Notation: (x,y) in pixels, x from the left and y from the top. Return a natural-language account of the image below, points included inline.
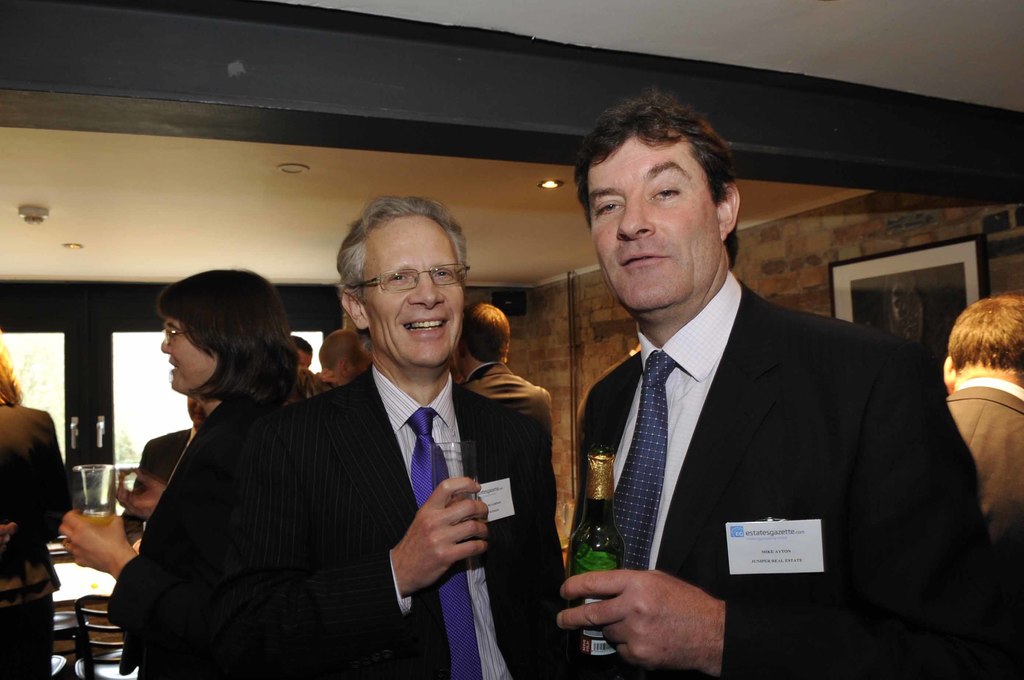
In this picture I can see people (442,386) standing. I can see a person (687,435) standing on the right (696,414) wearing a suit (689,513) and holding a glass bottle (612,550). I can see a person (380,423) standing on the left (315,462) wearing a suit (373,495) holding a wine glass (455,466). I can see light arrangement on the roof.
